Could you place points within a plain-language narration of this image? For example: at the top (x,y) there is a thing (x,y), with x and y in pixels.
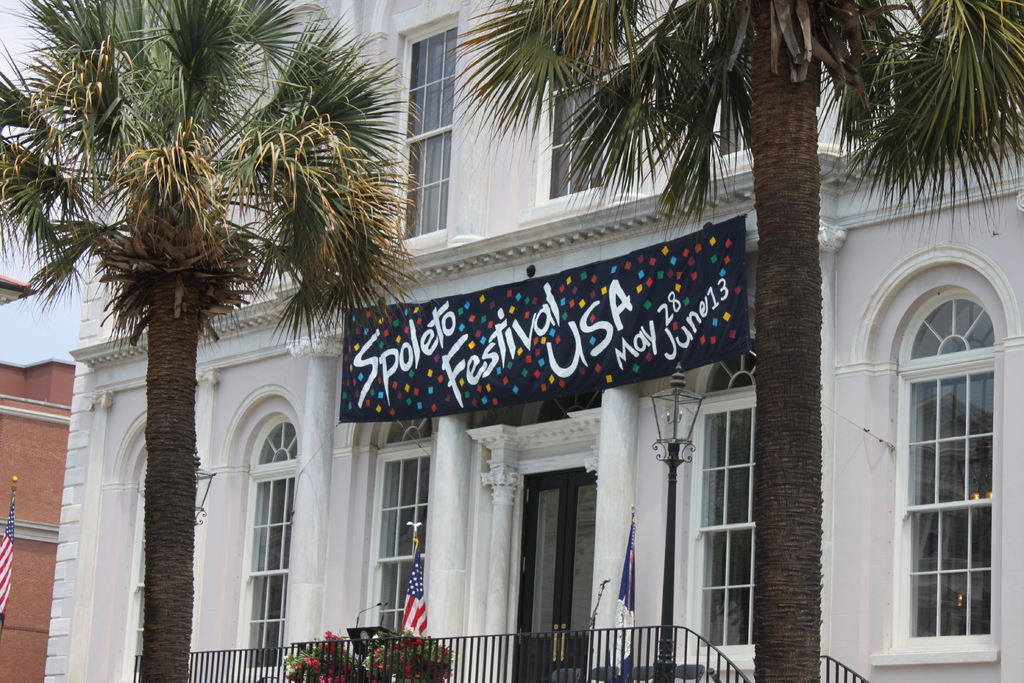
At the bottom of the picture (383,644), we see the railing (517,639) and the flower pots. Beside that, we see chairs (635,670) and flags (634,611) which are in white, red and blue color. On either side of the picture, we see two trees (761,649) and a light pole (676,400). In the background (638,414), we see a building (556,256) in white color. It has windows (916,594). In the middle of the picture (603,315), we see a banner (521,325) in black color with some text (402,352) written on it. On the left side (7,587), we see a flag (8,574) in white, red and blue color. Behind that, we see a building (54,461) which is made up of brown colored bricks (44,485).
